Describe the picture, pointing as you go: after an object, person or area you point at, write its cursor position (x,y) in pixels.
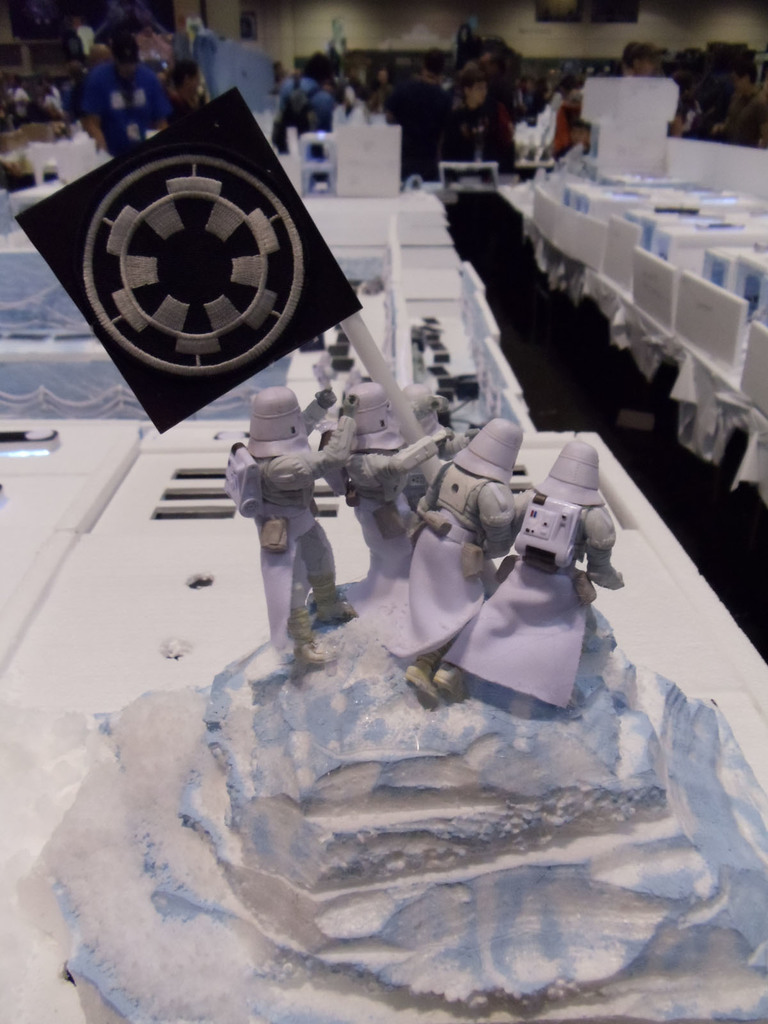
In the center of the image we can see one table (238,616). On the table (238,616), we can see star wars toys (306,634) and we can see one flag (306,291). In the background (108,408), there is a wall (478,33), photo frames (558,14), few people (712,125) are standing, few people (694,76) are holding some objects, tables (539,244), white color objects (328,222) and a few other objects (719,256).
